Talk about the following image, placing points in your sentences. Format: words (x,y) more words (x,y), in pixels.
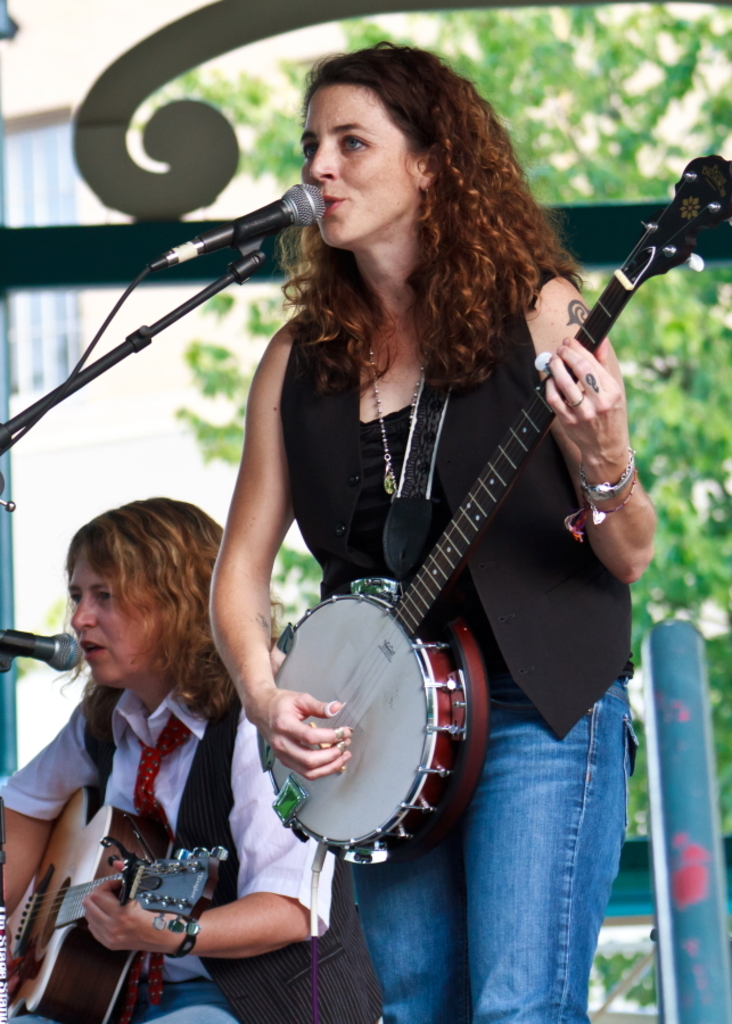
In this image I can see a woman (518,558) wearing black and blue colored dress (529,597) is standing and holding musical instrument (445,641) in her hand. I can see a microphone (249,225) in front of her. In the background (218,753) I can see another woman (224,761) sitting and holding a guitar (165,886), a microphone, a blue colored object (703,988), a tree (686,560) which is green in color and a building (121,11).
